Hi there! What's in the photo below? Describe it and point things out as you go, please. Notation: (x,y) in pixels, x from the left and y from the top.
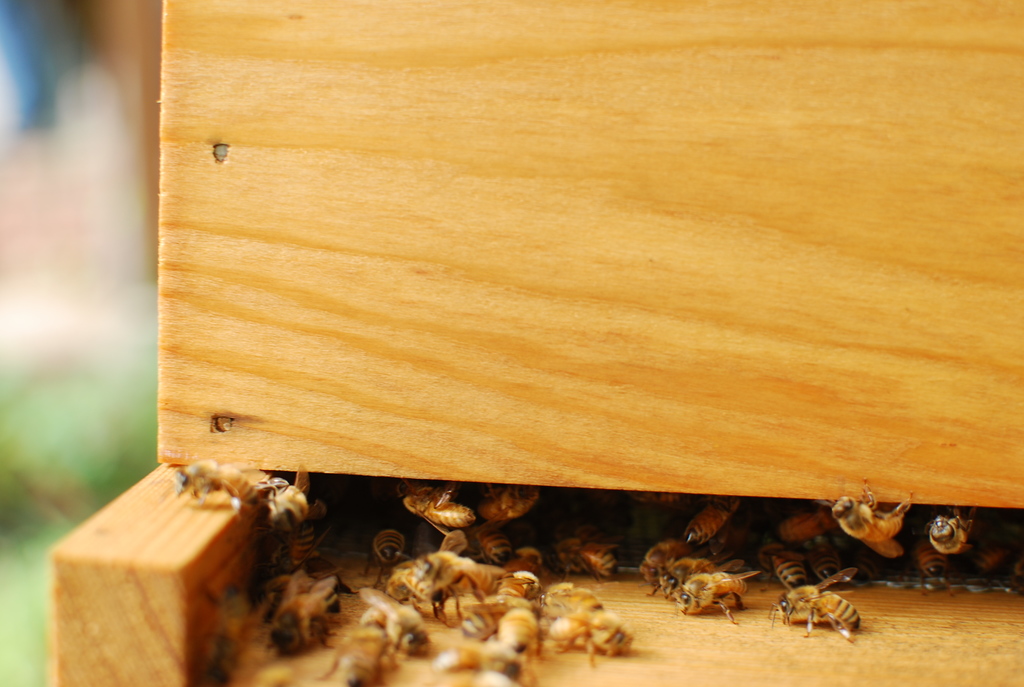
In this image we can see honey bees (459,548) in the wooden box (173,497).
